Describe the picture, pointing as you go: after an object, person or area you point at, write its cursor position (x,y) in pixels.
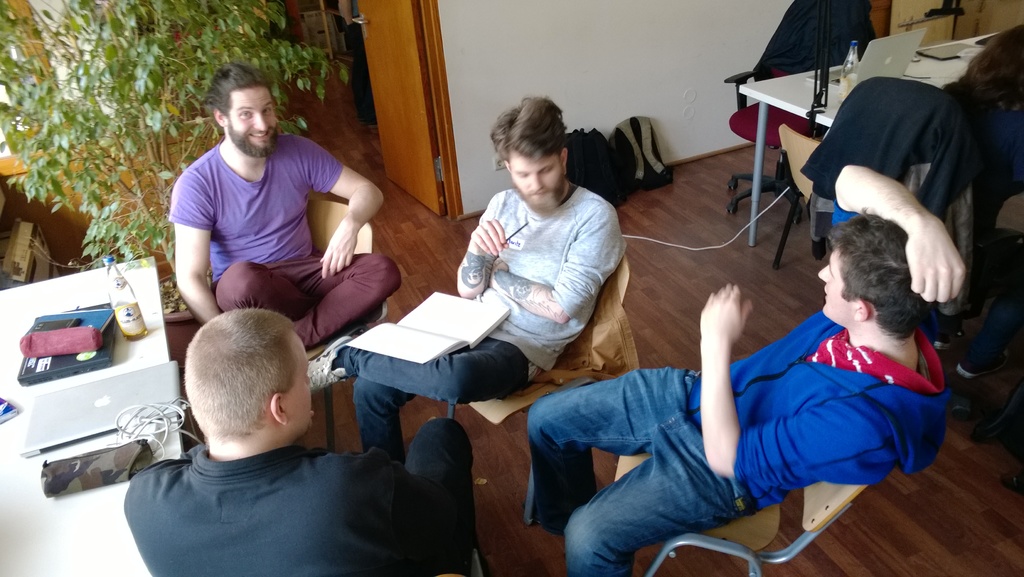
This Image is clicked inside. There are tables (52,302) and chairs (791,546). There is plant (170,126) on the left side (157,150). On the chairs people (667,482) are sitting. On the table (94,514) there are laptop (75,408), bottle (123,335), book (99,314).
